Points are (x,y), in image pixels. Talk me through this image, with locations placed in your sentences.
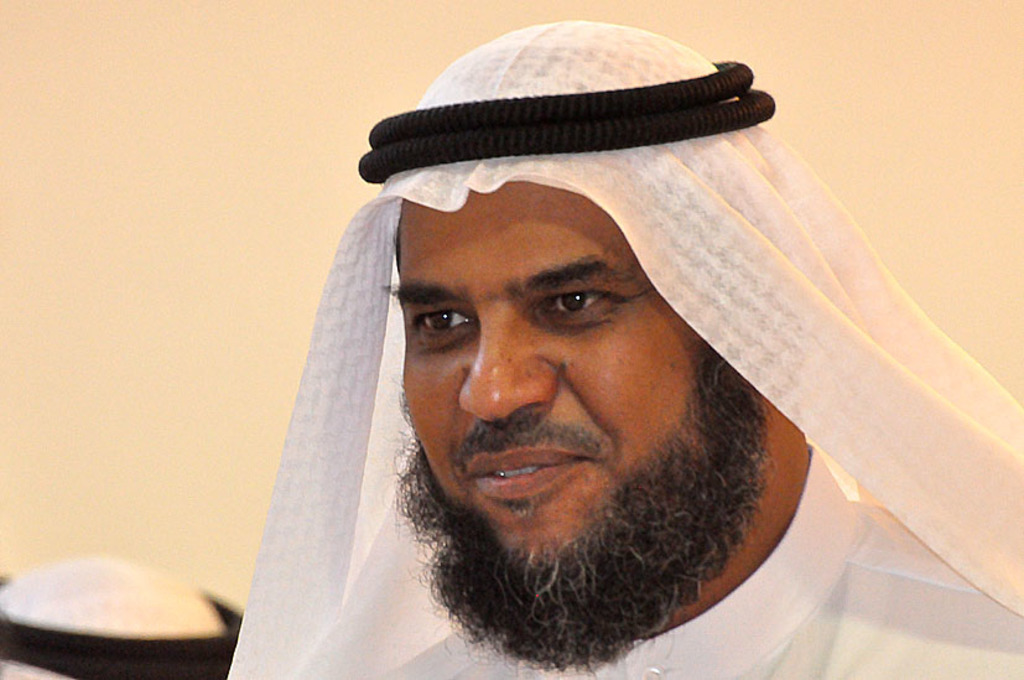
In this image I can see the person (558,413) wearing the white and black color dress (822,625). To the left (84,616) I can see one more black and white color cloth (120,613). In the background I can see the cream color wall (325,116).
